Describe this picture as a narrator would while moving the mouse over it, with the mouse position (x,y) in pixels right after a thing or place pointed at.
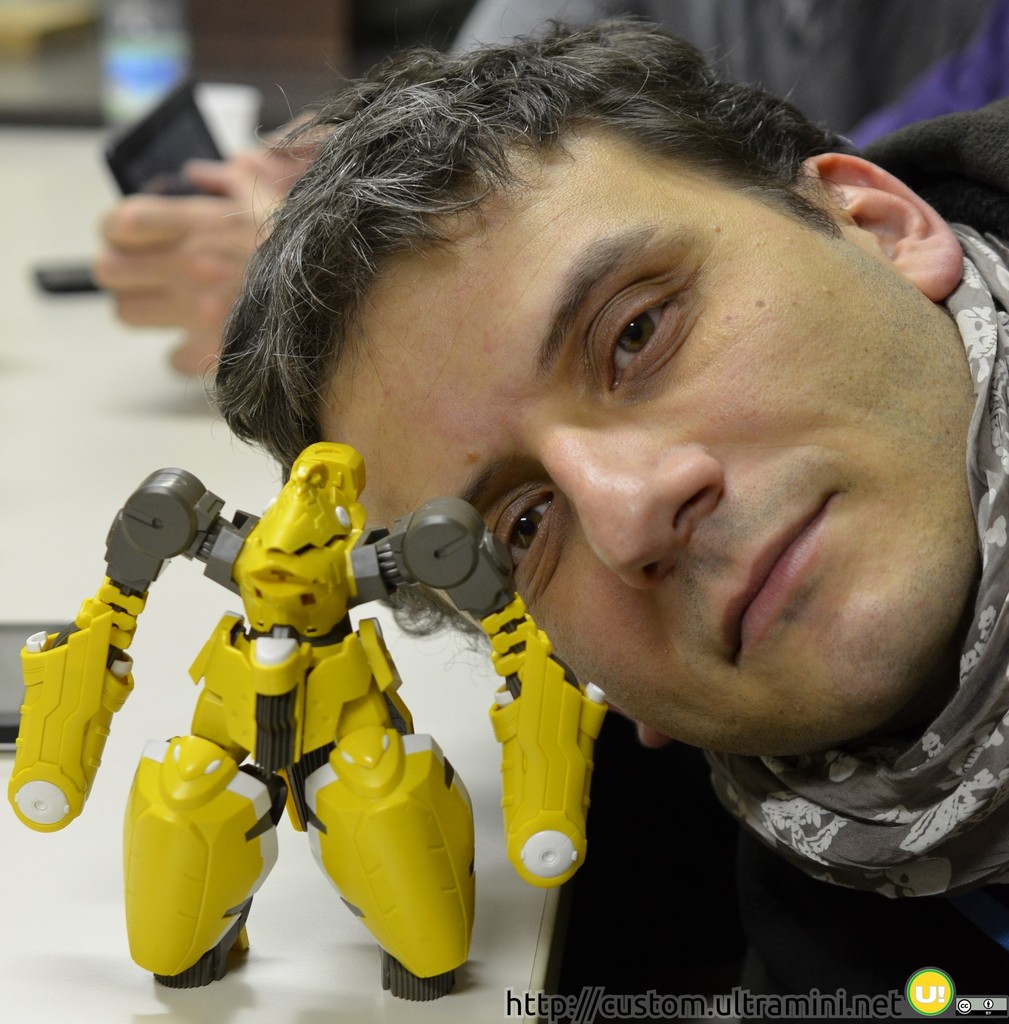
In this picture I can see there is a person (870,703) and there is a robot (247,839) placed on a table (213,993) and in the background (156,143) there is a smartphone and there is a water bottle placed on the table (74,598).
